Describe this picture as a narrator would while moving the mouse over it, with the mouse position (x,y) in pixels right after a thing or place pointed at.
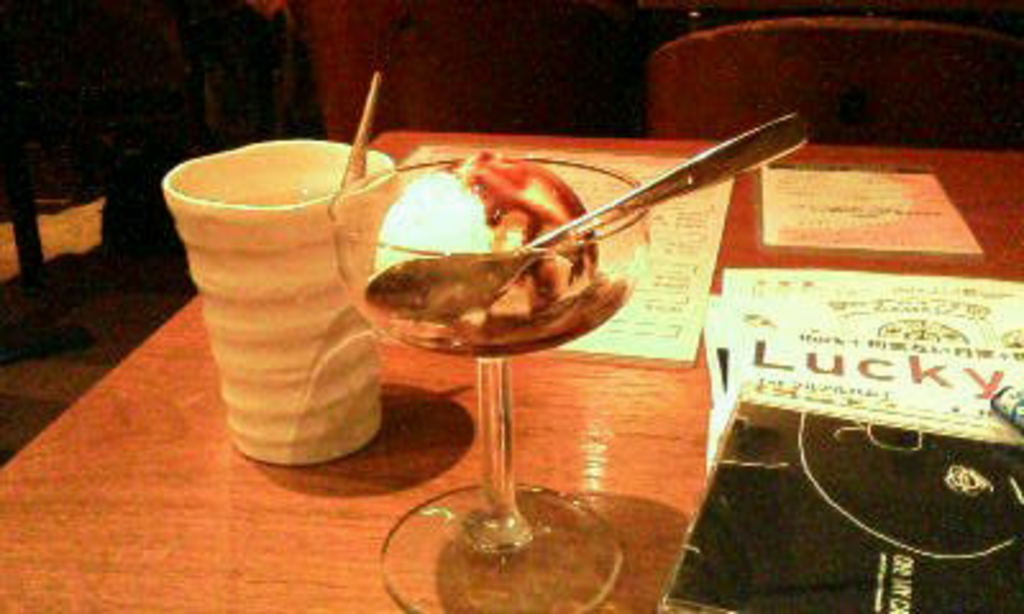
In this image there are tables (169,400) and chairs (814,98). There are ice cream cup (423,325), glass (261,339) and papers (1010,377). There are other tables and chairs (461,97) in the background (563,67).
